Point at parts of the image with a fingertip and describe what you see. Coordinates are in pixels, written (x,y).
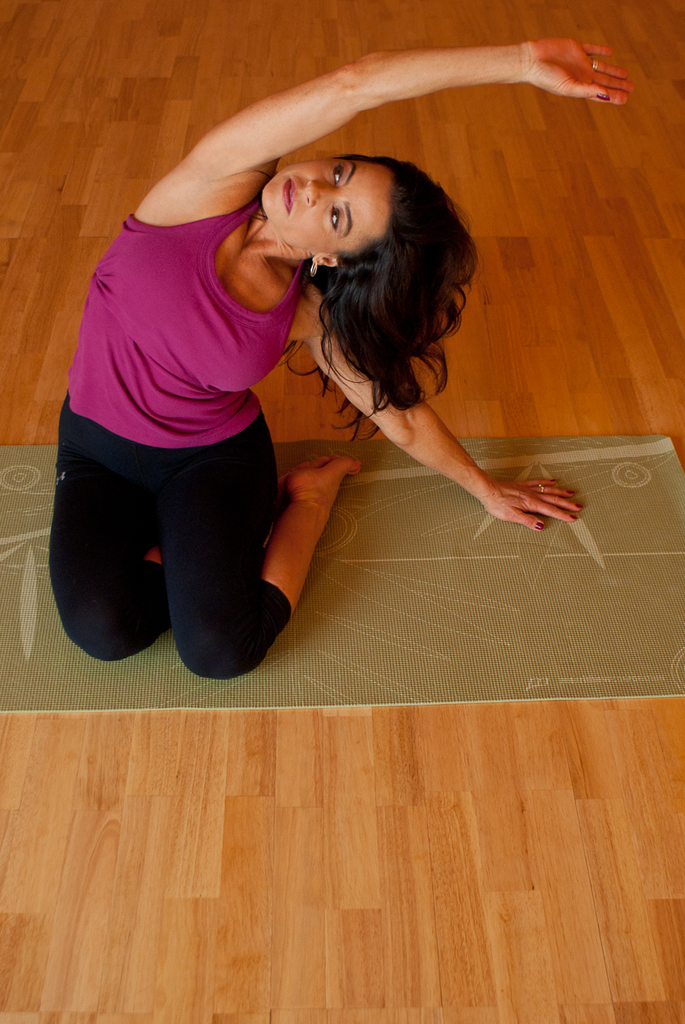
The woman (239,421) in purple T-shirt (184,423) is practicing the yoga on the green color mat (316,591). At the bottom of the picture (317,941), we see a wooden floor (361,920).
